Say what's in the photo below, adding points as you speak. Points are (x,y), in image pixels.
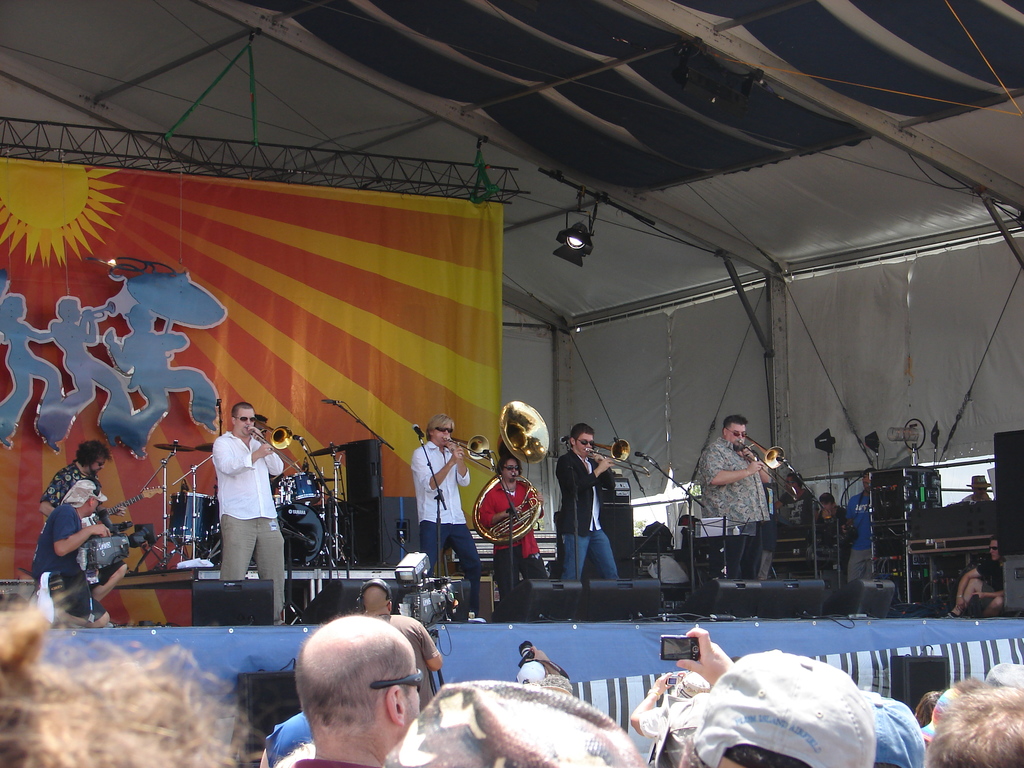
At the bottom (476,765), we see the people (476,765) are standing. We see a man (668,733) is holding a mobile phone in his hand (715,674) and we see a man (547,662) is holding a camera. Beside him, we see a man (428,662) is standing and we see a camera stand (446,602). In the middle (447,484), we see the people (765,546) are standing on the stage (845,641) and most of them are playing the musical instruments (500,435). In front of them, we see the microphones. Behind them, we see a man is playing the drums (202,522). On the left side (80,480), we see a man (67,485) is playing the guitar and beside him, we see a man (79,527) is recording the video. In the background (367,287), we see a banner (316,306) in yellow and orange color. On the right side (1013,484), we see some objects (909,496) and the people (860,532) are standing. Behind them, we see the white color sheets (665,383). At the top (606,238), we see the roof (615,247) of the shed (624,148).
